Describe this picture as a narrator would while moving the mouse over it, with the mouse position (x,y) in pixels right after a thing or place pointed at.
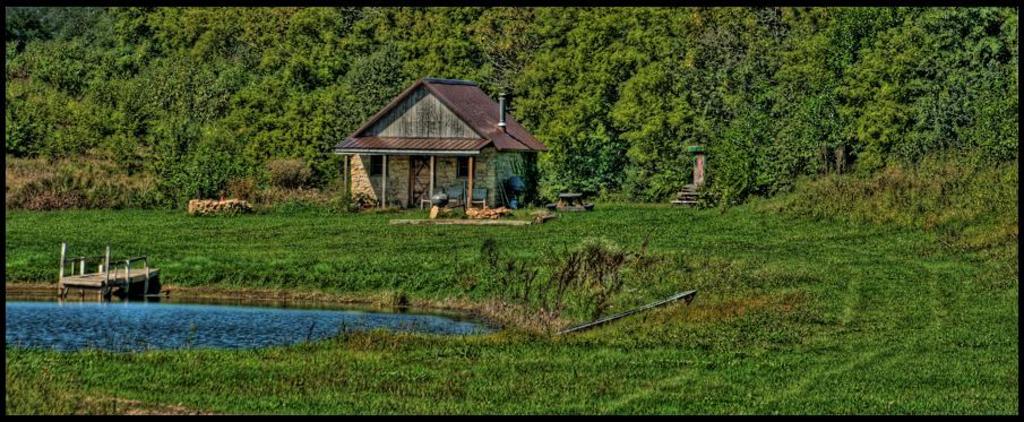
In the foreground of this picture (498,329), there is water (165,327), dock (108,273), plants (582,291) and the grass (648,389). In the background (544,171), there is a house (428,170), plants (958,196), grass (820,197) and trees (478,76).
